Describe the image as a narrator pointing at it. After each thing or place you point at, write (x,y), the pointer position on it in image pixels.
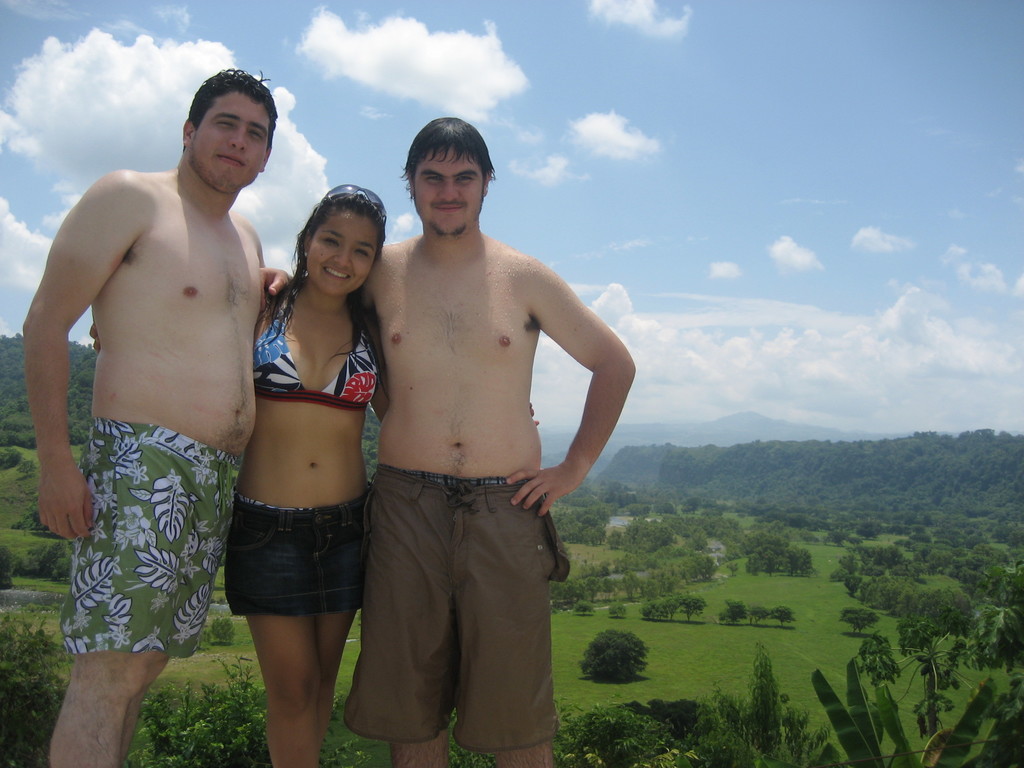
In this image there is a lady (297,440) and two men (384,442) standing, in the background (647,751) there are trees (693,565), mountain (874,447) and the sky (825,375).
